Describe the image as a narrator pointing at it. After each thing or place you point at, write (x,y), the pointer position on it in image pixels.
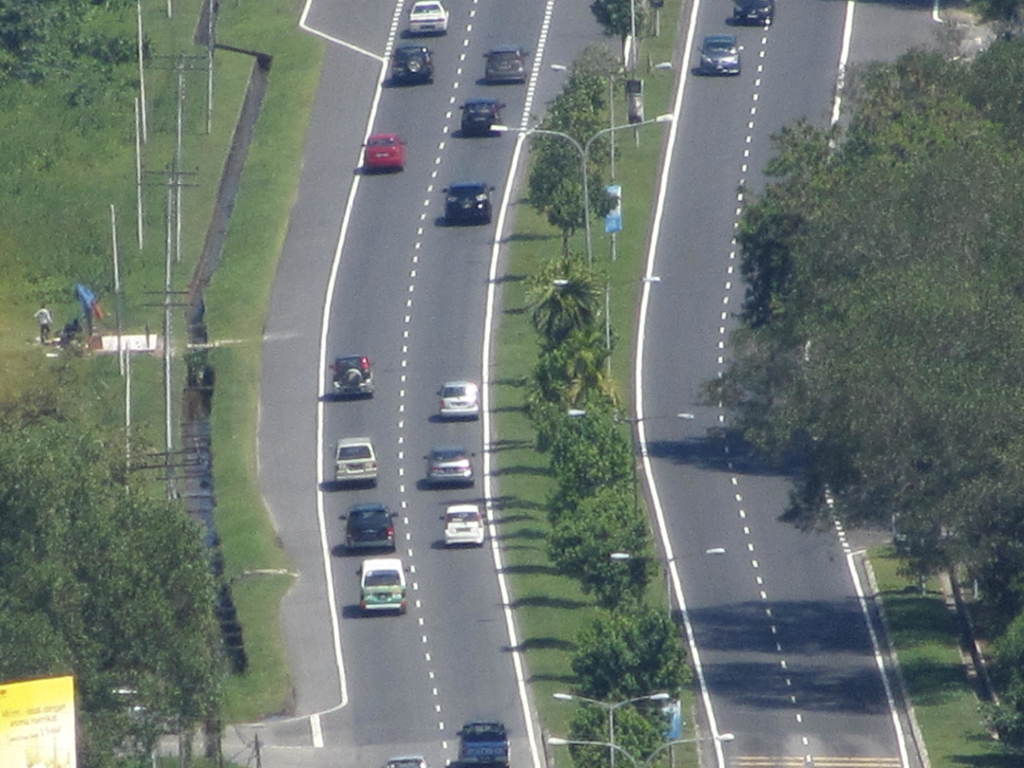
This image consists of road (425,489), on which there are many vehicles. To the left (103,597) and right there are trees (121,619). To the bottom left (32,737) there is a banner (32,727). In the middle (633,429), there are pole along with lights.
